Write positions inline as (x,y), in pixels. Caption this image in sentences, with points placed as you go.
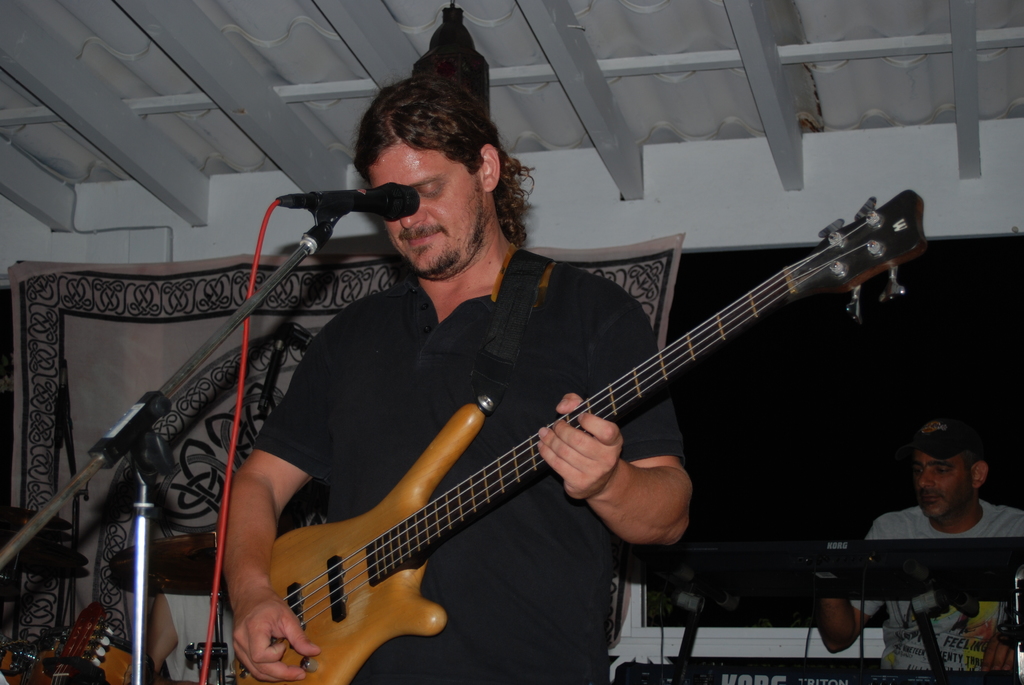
In this picture we can see a man (492,539) standing and playing a guitar (438,443), there is a microphone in front of him, on the right side (938,498) there is a person (989,527) sitting, on the left side (44,554) we can see a cymbal (45,541), in the background (148,357) there is a cloth (128,349).
